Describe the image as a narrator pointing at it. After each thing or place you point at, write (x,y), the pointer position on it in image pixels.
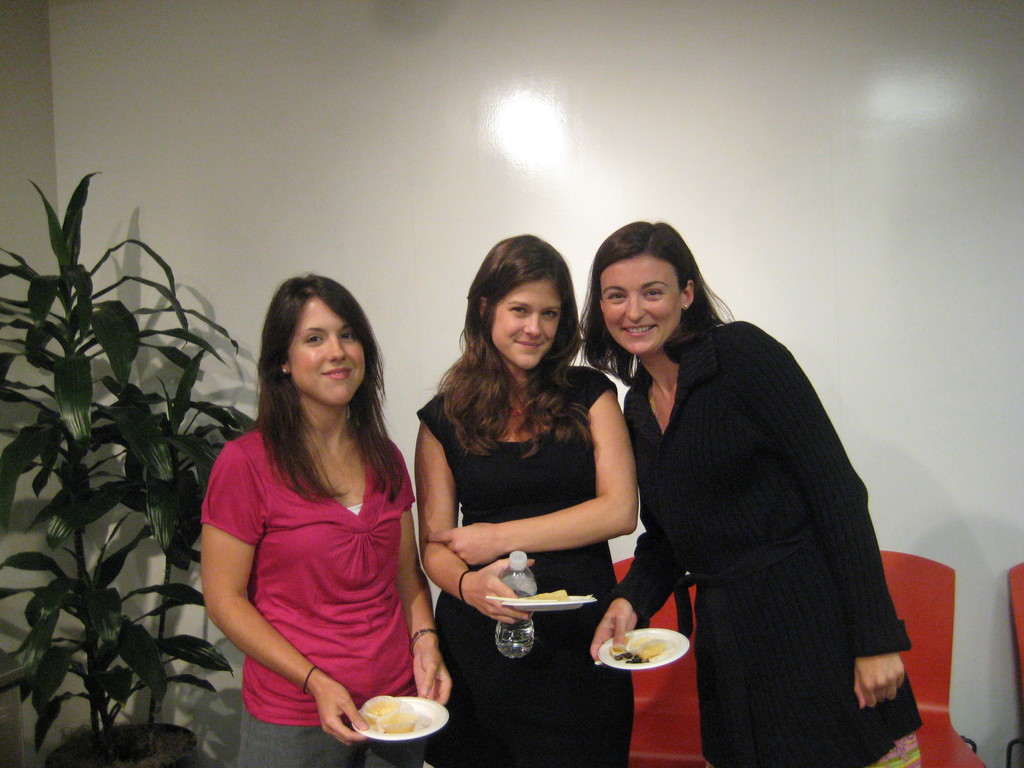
In the foreground of this image (735,452), there are three women (631,473) holding platters (663,664) where a woman (568,514) is holding a bottle (519,575). In the background (161,495), there is a plant (114,481), wall (971,366) and chairs (933,622).
